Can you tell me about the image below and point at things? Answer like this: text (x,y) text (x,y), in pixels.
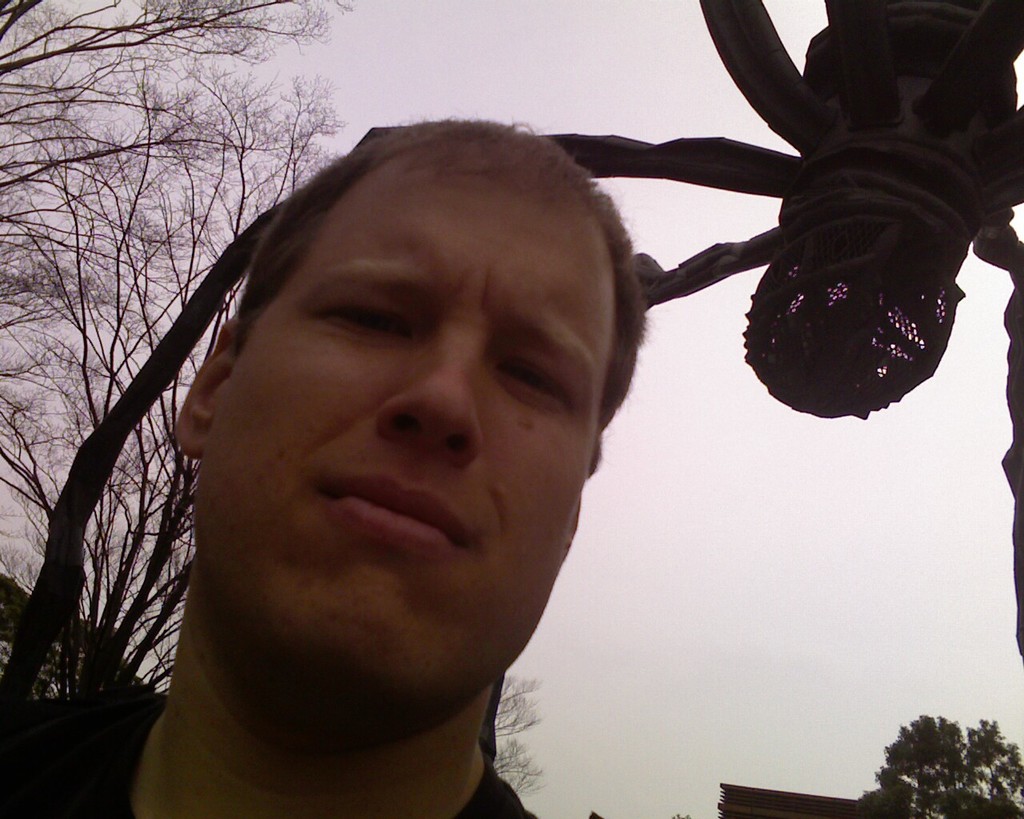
In the picture I can see a man (392,544). In the background (113,314) I can see trees (156,288), the sky (738,522) and some other objects (900,187).
